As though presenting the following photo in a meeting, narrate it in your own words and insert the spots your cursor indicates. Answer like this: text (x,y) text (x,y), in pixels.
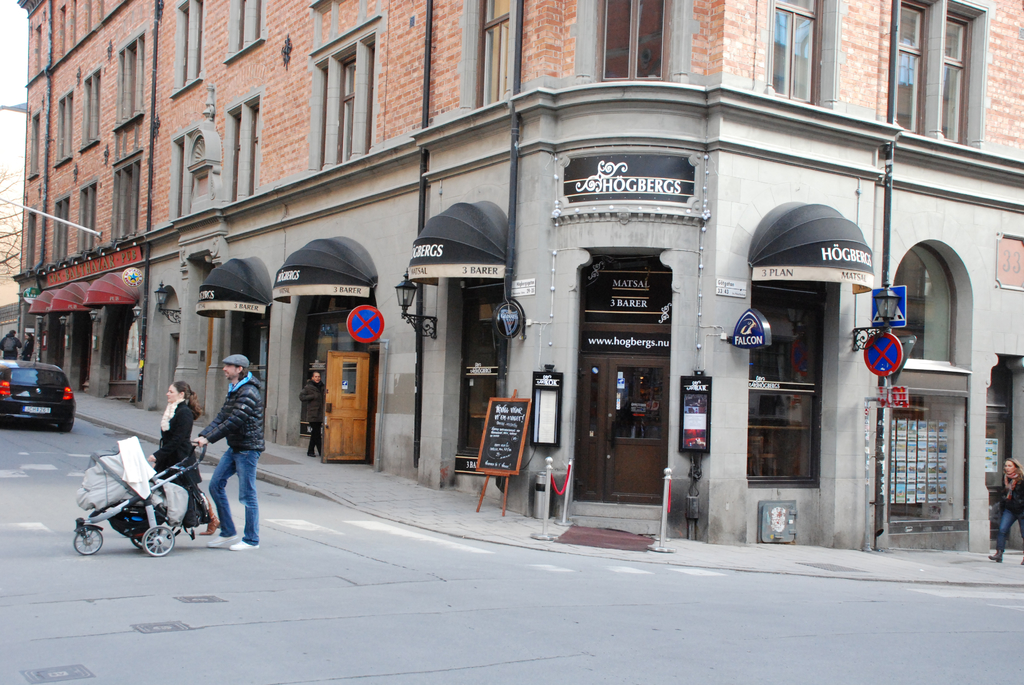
In this picture I can see a vehicle (35,402) on the road (301,575), there are group of people (198,410) standing, there is a person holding a stroller (169,547), and in the background (1000,428) there are boards (556,371), lights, rope barriers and there is a building (724,156) with windows (86,207).
